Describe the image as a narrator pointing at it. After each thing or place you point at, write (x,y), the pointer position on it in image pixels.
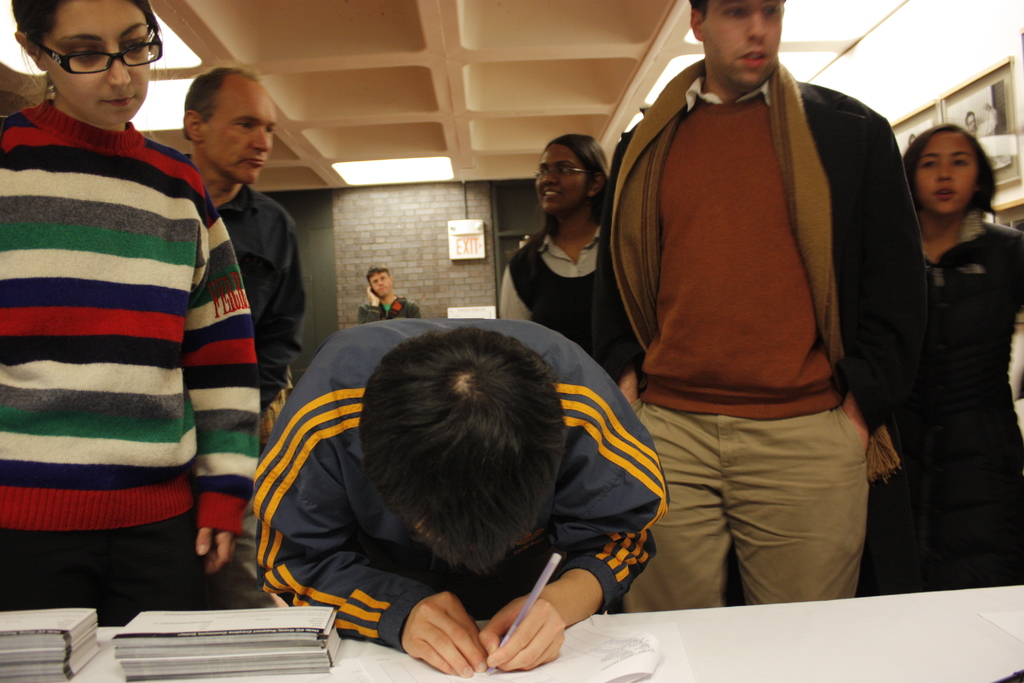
This picture shows few people (590,141) standing and we see a man (505,445) writing on the paper (409,669) and we see few books (206,611) on the table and we see couple of women (551,271) wore spectacles (555,171) on their faces (576,200) and we see photo frames (951,117) on the wall (885,88) and few roof lights (441,166).
